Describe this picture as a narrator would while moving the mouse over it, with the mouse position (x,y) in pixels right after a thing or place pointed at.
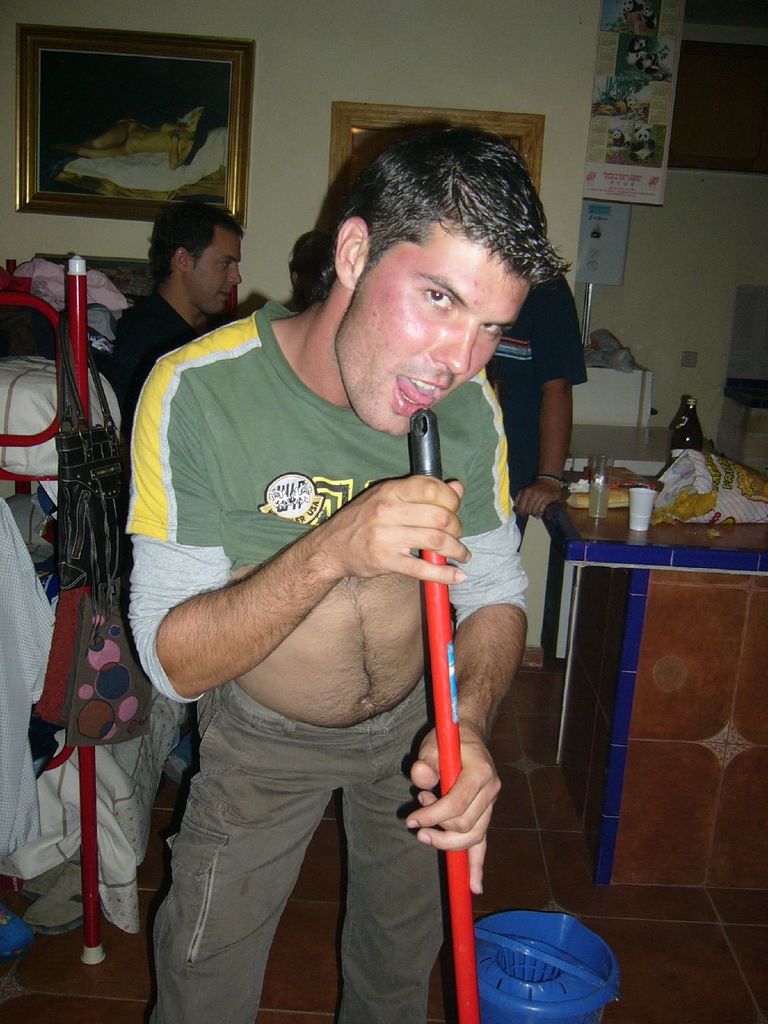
In this image, we can see a man (341,575) holding stick (448,800) and in the background (74,350), there are beds (61,421) and some people (190,220) and we can see frames (232,90) placed on the wall (320,48). There are glasses (600,491) and a bottle (689,426), which are placed on the table (684,570). At the bottom (532,985), there is bucket (587,962).
